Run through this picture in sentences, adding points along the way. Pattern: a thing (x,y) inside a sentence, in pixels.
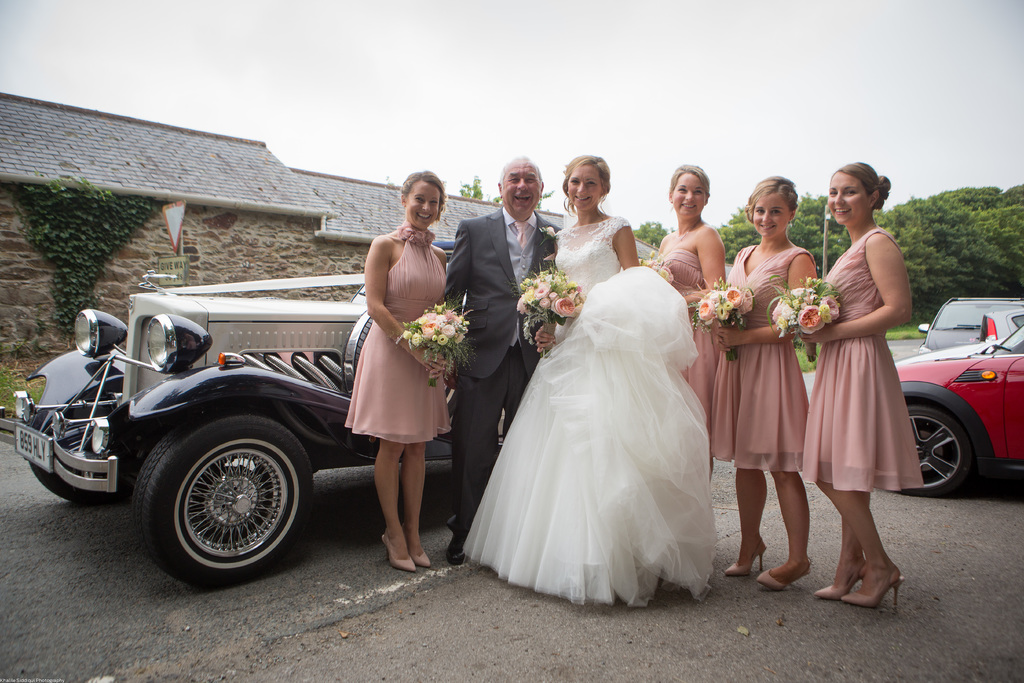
In the center of the image (597,373) we can see many persons (601,353) holding bouquets (717,299) and standing on the road (662,642). In the background (1015,432) we can see cars (1017,418), buildings (263,209), wall (164,256), grass (884,330), trees (901,206) and sky (521,106).
